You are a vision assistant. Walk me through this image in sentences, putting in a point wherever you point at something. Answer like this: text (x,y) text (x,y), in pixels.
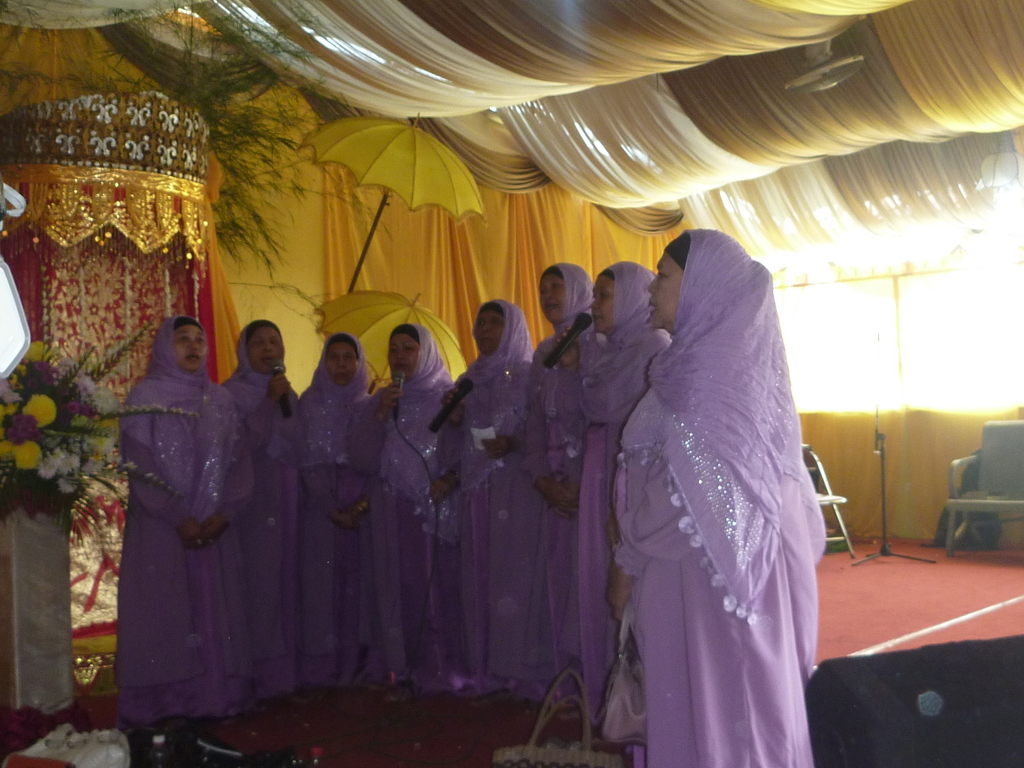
In this image, we can see some decors (930,144). There are group of people (633,476) standing and wearing clothes (680,393). There are some persons (594,366) holding mics (286,383) with their hands (459,401). There is a chair (1007,493) on the right side of the image (1002,512). There are umbrellas (427,321) in the middle of the image (431,316). There are flowers (24,414) on the left side of the image (31,433).
